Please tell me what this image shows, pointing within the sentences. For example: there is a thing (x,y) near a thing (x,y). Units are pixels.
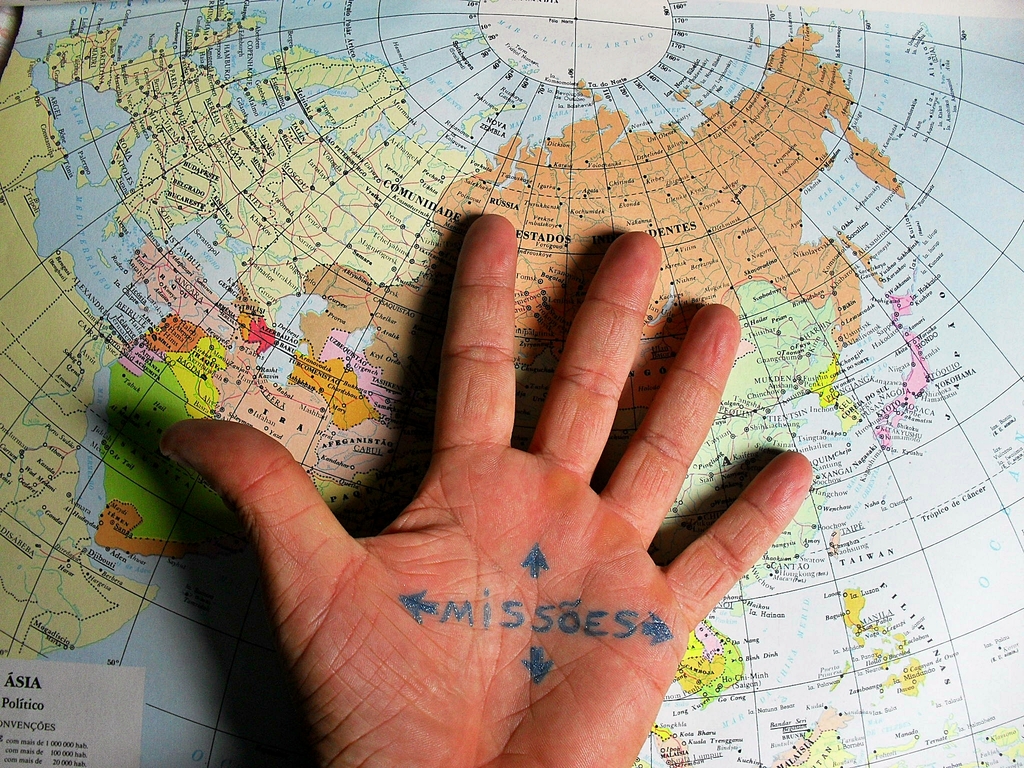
In this image we can see a person's hand (512,599) and some text (592,632) written on the hand palm (534,642). There is a map (508,203) below the person's hand (508,699).
